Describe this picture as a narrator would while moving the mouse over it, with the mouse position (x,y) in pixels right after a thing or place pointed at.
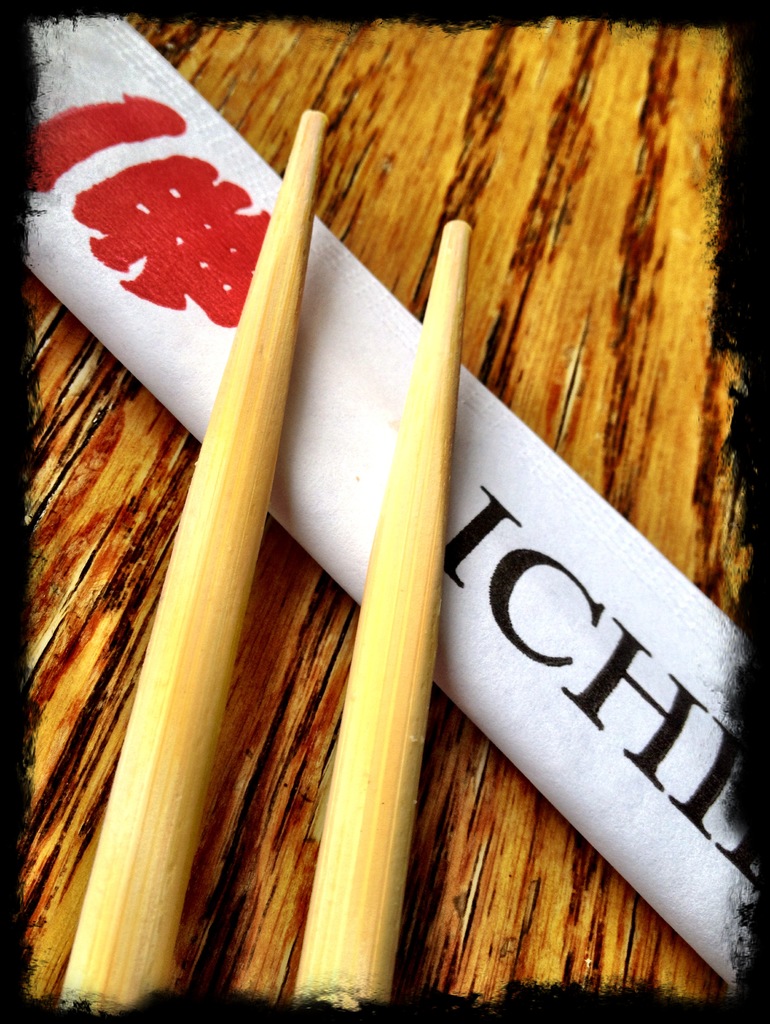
On the image there are two chopsticks (402,698) and a white paper wrapper (476,500) on a table (565,295).
